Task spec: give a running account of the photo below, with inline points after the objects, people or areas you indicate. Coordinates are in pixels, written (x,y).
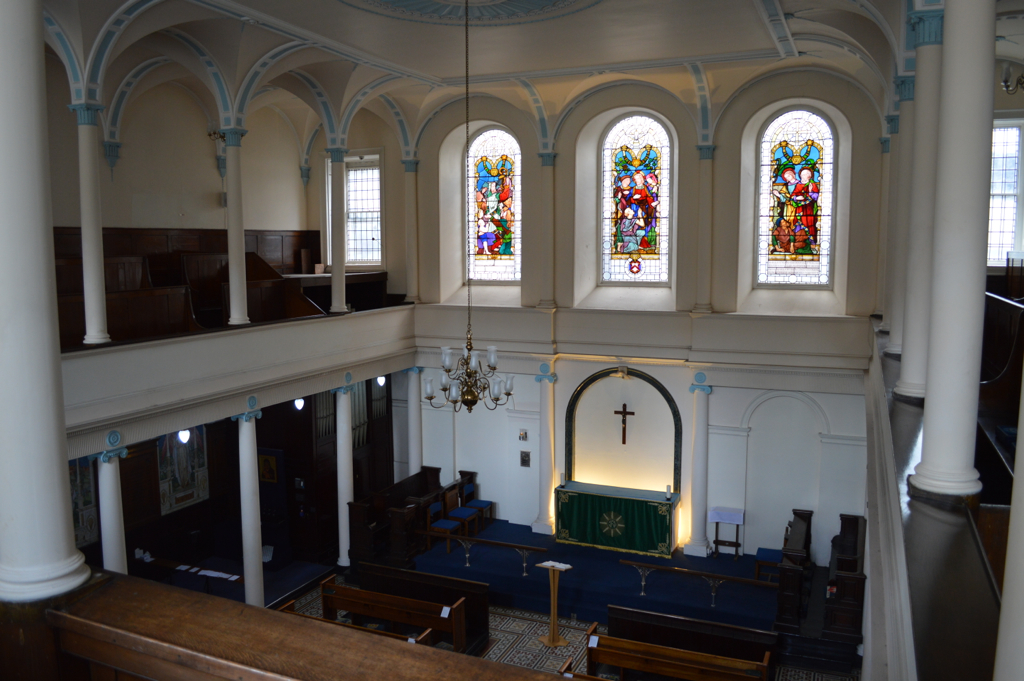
In this image in the center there are empty benches (483,629) and there is a stand (551,583). In the background (605,496) there is an object (619,498) which is covered with green colour cloth (592,504) and there are windows (489,231) and on the top (410,174) there is chandelier (468,227) hanging there are pillars (891,252) and there are lights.
